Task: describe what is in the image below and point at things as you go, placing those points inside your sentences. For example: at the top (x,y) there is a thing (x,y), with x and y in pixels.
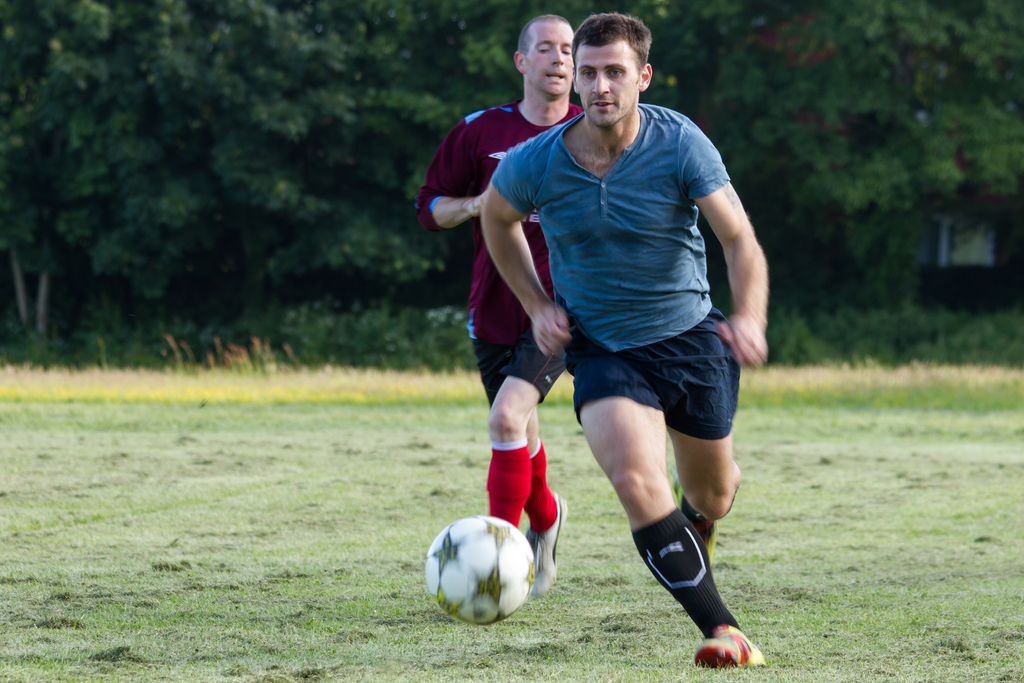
In this picture we can see two men (573,301) were running on ground (458,486) for ball (487,517) and in background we can see trees (788,132), grass (560,577).
